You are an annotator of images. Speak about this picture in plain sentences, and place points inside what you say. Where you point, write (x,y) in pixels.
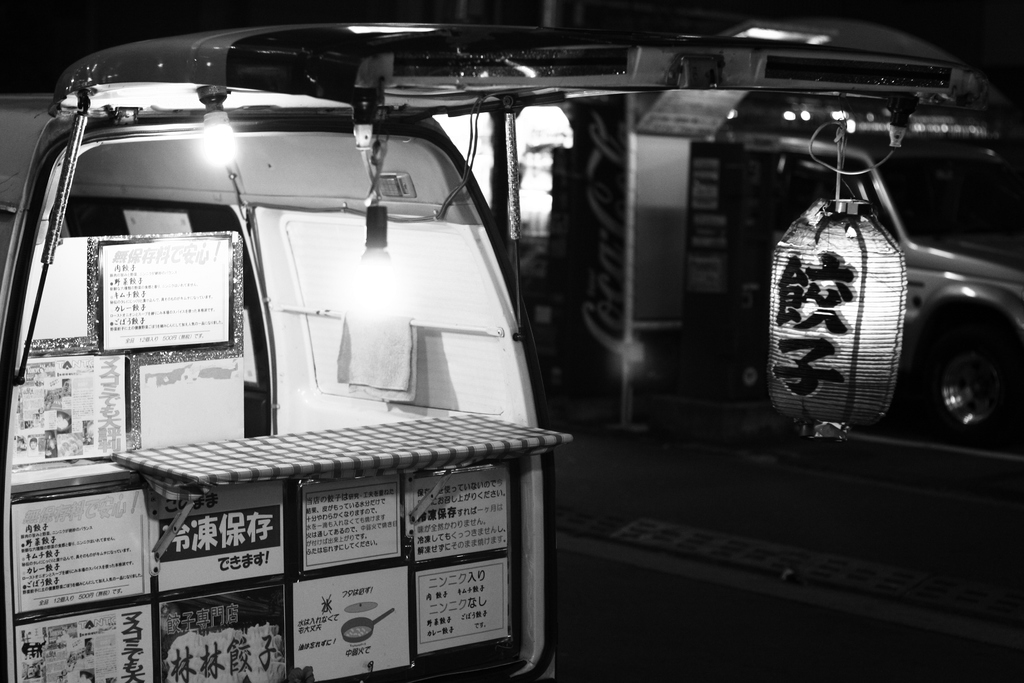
In this picture we can see inside of the vehicle (96,205), in which we can see some posters (380,541) are placed, we can see some lights (370,270).
